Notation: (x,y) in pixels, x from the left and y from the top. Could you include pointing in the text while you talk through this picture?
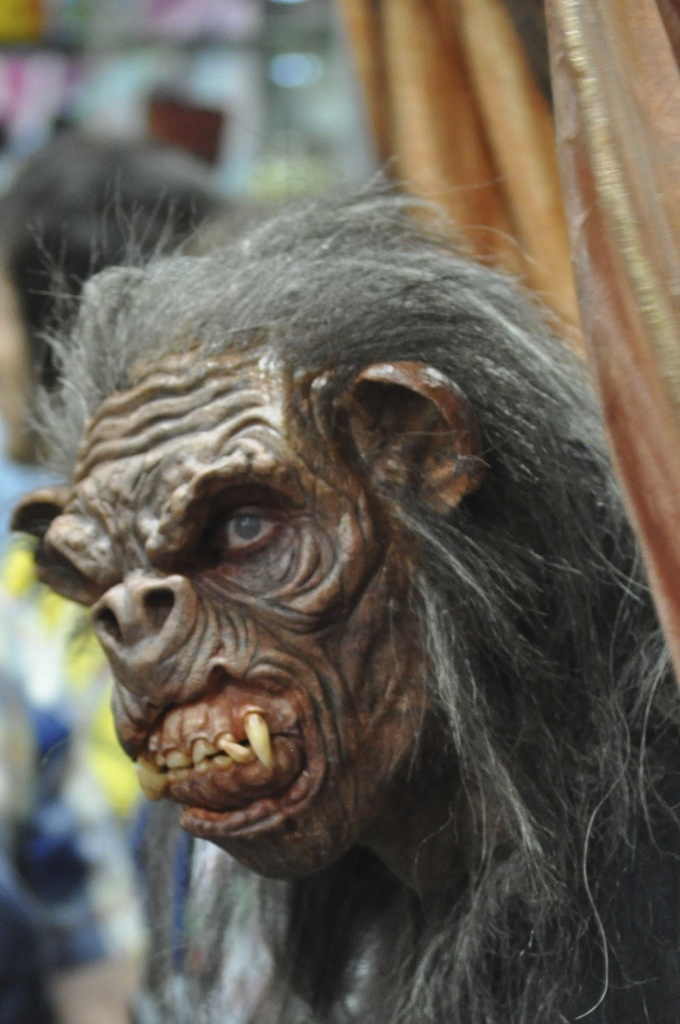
There is a statue (265,680) of a gorilla (285,802). In the background (444,20) it is blur.
